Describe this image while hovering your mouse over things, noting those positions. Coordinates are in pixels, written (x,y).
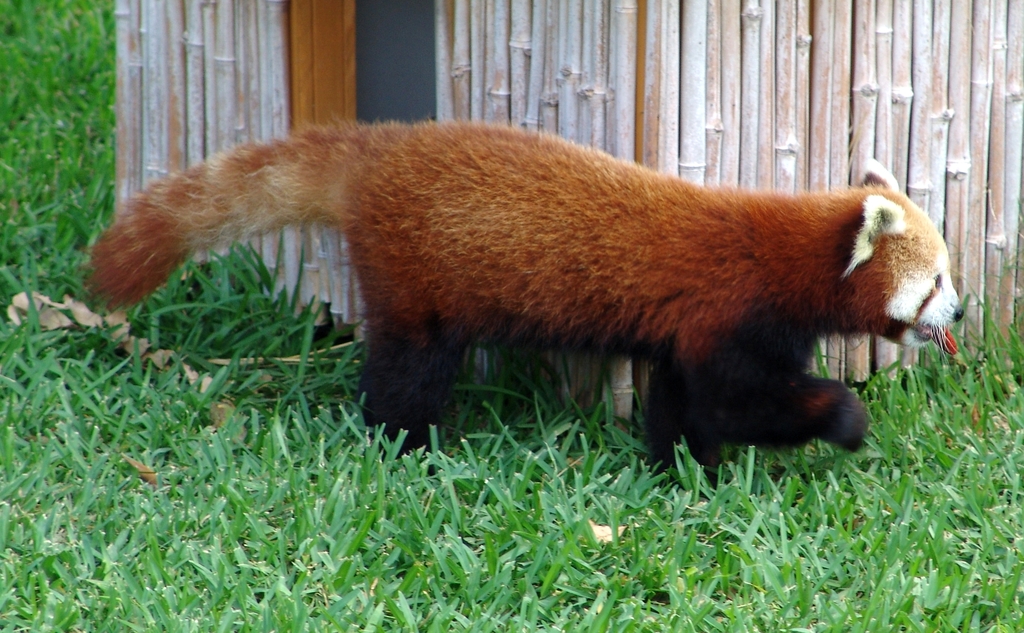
In this image we can see a red panda (530,326) walking on the grass (460,410). We can also see a fence (219,138) with some bamboo poles (701,105).
